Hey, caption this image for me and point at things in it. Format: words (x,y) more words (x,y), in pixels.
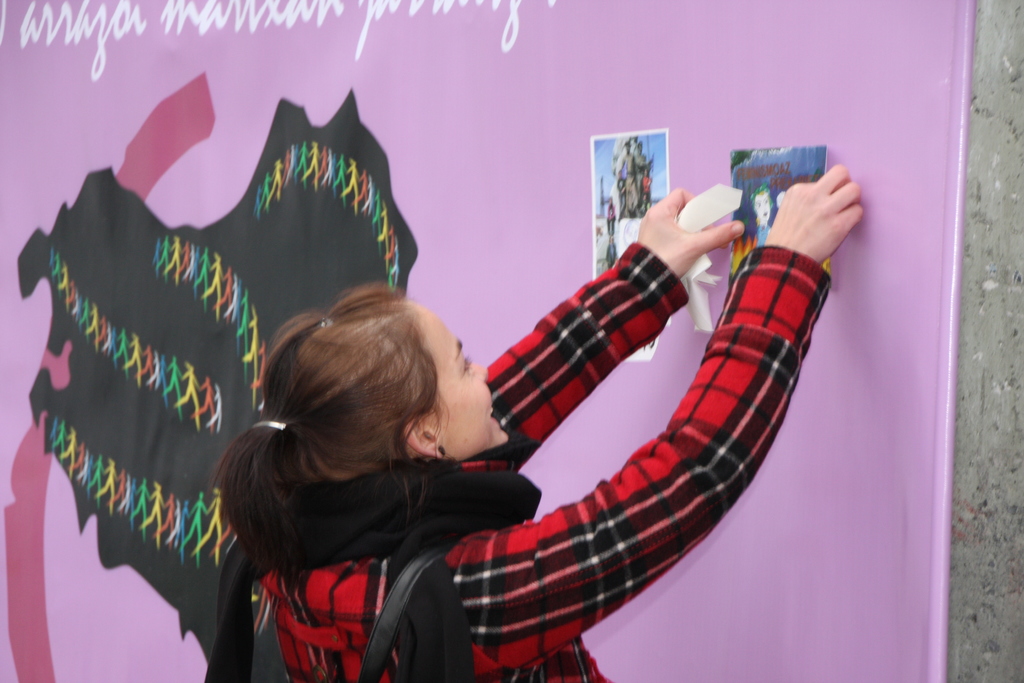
In this image we can see a lady (410,516) pasting a poster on the wall (831,302). In the background (811,139) there is a board (956,145) and we can see a wall (1000,415).
